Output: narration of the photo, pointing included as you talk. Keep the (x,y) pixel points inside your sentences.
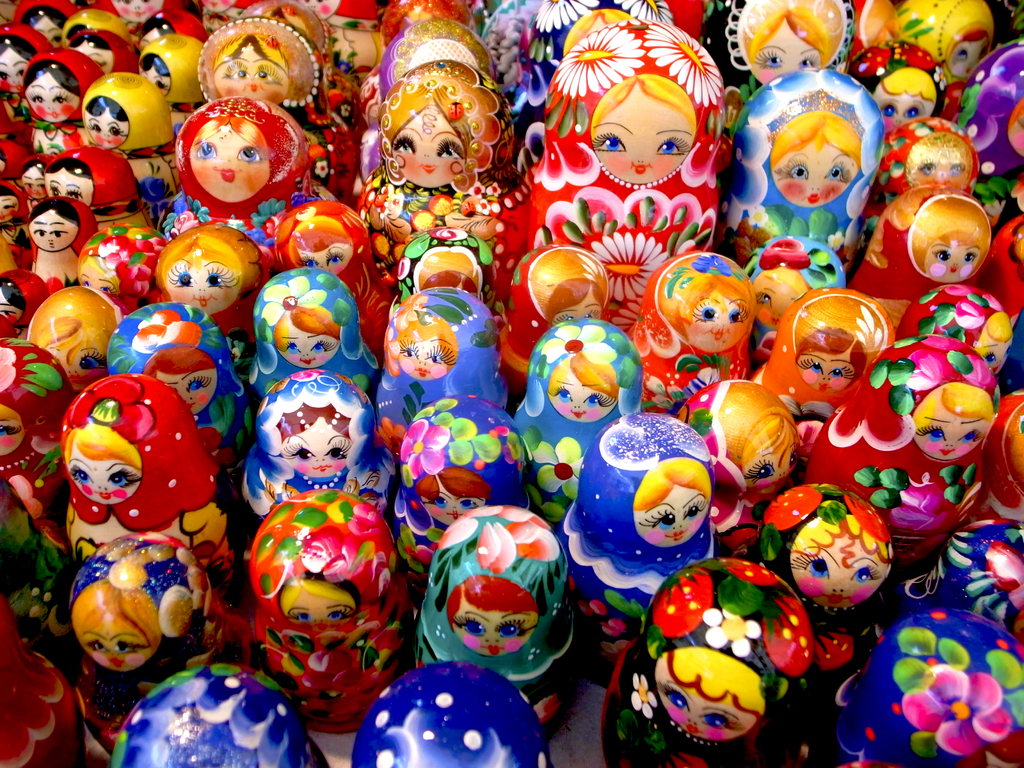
In this picture we can see wooden painted dolls (451,288).
